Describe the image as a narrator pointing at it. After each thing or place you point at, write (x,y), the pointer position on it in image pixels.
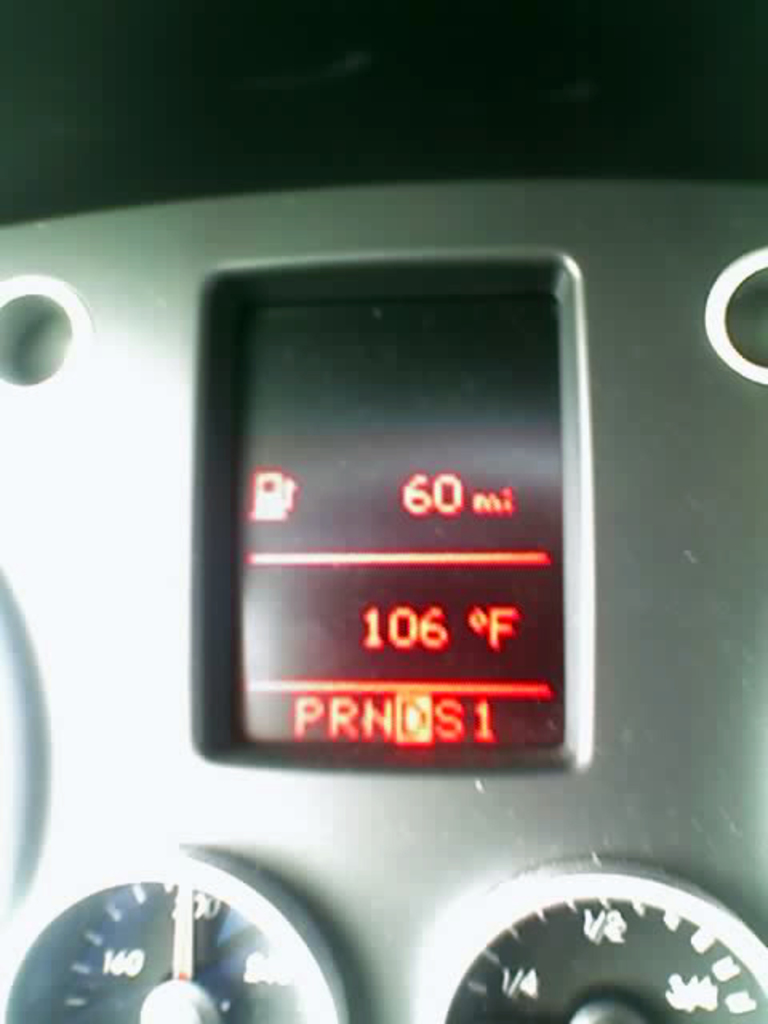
In this image there is a device (424,823) with the meters (274,939) and a screen (357,504) with a text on it.
